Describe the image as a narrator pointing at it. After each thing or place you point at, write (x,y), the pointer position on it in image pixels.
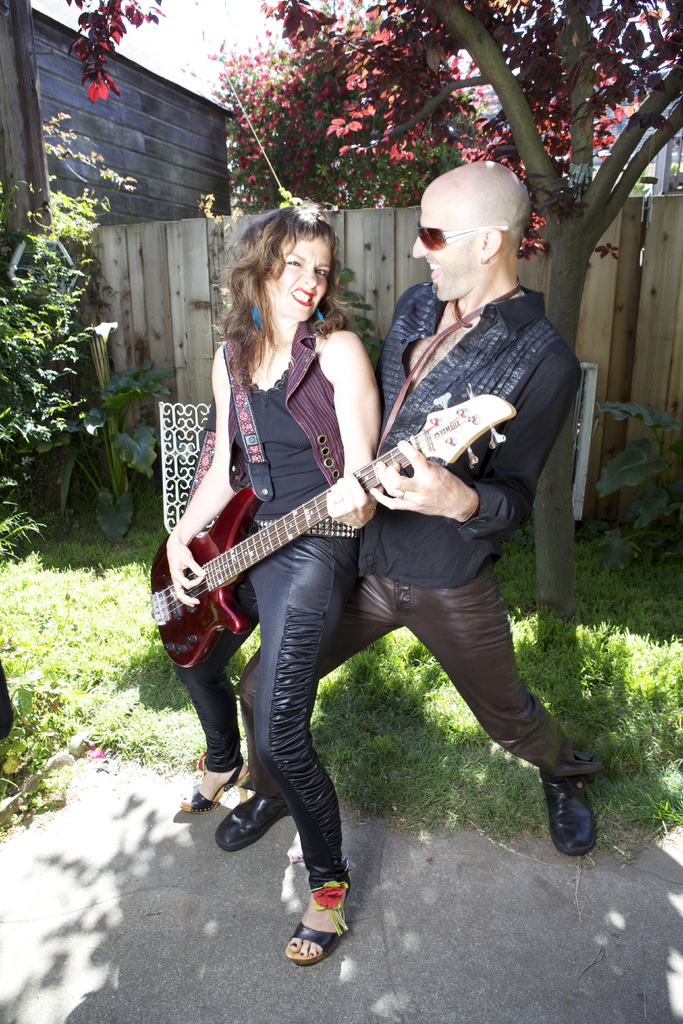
There are two persons (351,483) playing one guitar (396,454) and in background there are trees (7,358) and green grass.
